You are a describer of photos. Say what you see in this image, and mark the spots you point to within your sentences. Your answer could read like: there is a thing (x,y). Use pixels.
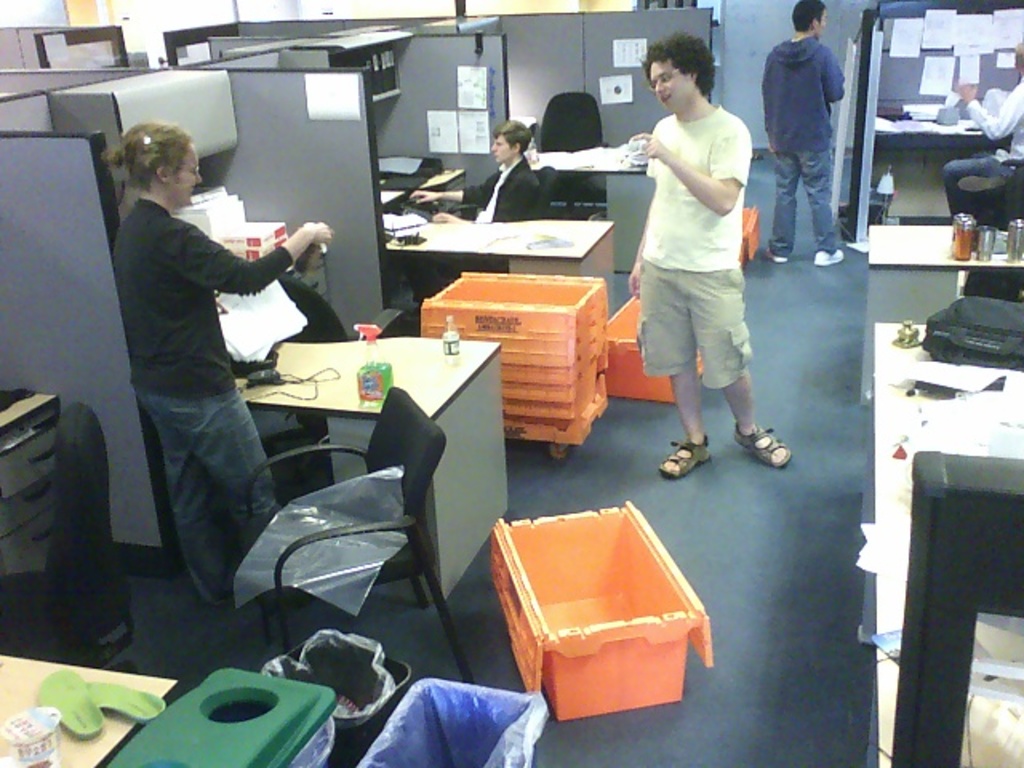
In this image there are people (806,167) and we can see tables (477,434). There are chairs (350,533). We can see containers (598,615) and there are bins (270,738). There are desks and we can see papers (464,97) pasted on the walls (757,112). There are some objects (46,711).
